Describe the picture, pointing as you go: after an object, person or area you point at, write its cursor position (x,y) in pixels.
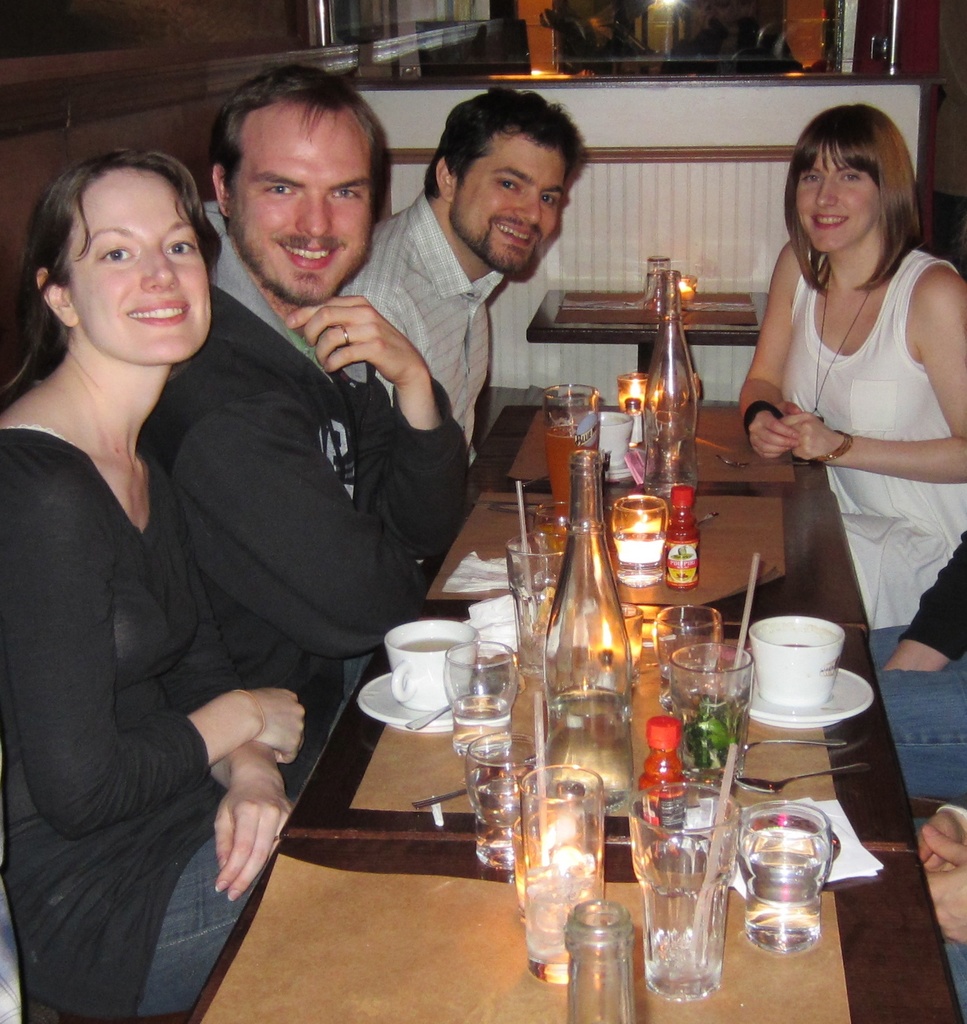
In this picture, we see some people (859,393) sitting on either side of the table (918,874). In front of them, we see a brown table (391,843) on which glass (541,900), cup saucer (384,716), glass bottle (569,702), sauce bottle (680,494) and tissues (476,563) are placed. Behind them, we see a white wall (658,111) and mirror (623,46).
